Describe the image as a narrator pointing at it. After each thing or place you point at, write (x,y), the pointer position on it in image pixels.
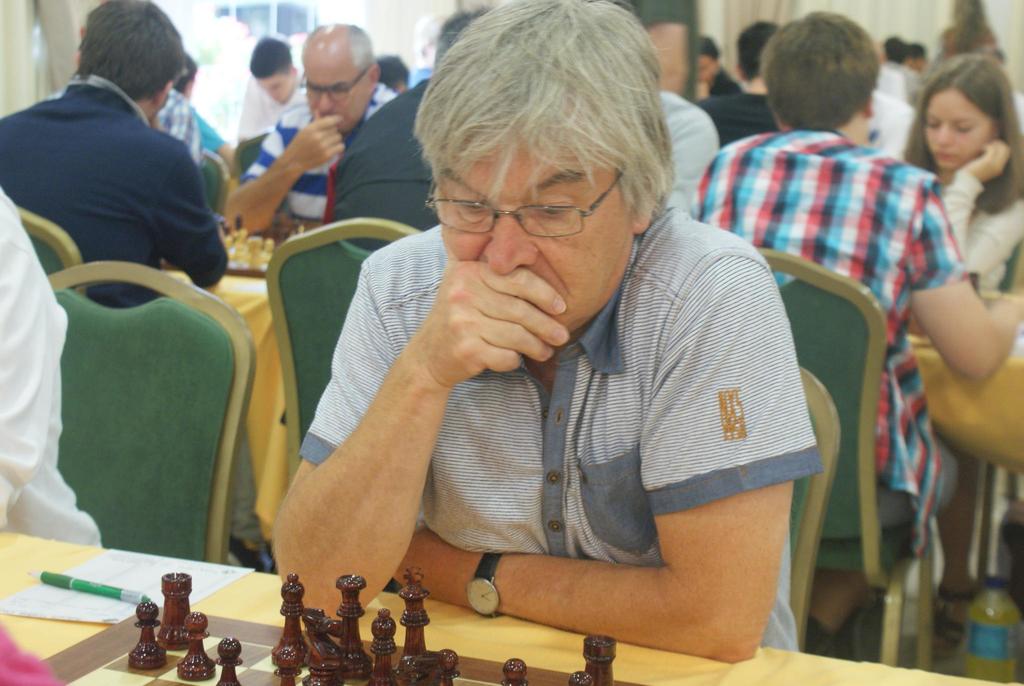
In this image there are a few chess players (510,328) sitting on chairs (304,279) are playing the game of chess, in front of them on the table (257,351) there is a chess board (260,668) and pawns (295,675) in it.
